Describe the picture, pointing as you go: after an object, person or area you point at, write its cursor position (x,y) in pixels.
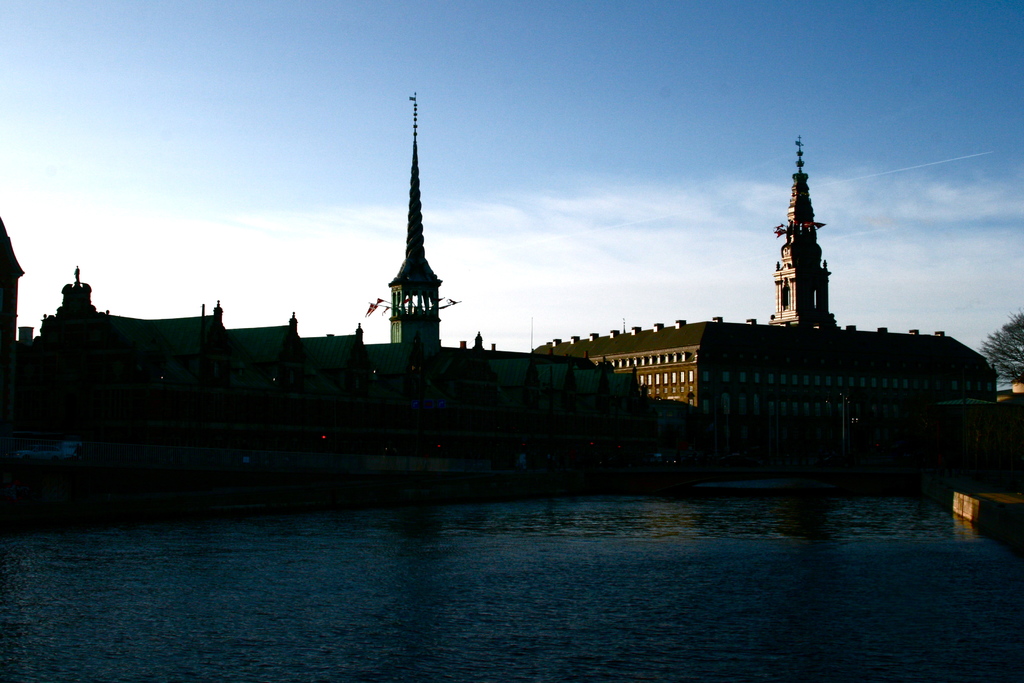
In this picture we can see few buildings (482,367) and a tree (1021,366) on the right side (807,296). Sky (643,118) is blue in color and cloudy.
